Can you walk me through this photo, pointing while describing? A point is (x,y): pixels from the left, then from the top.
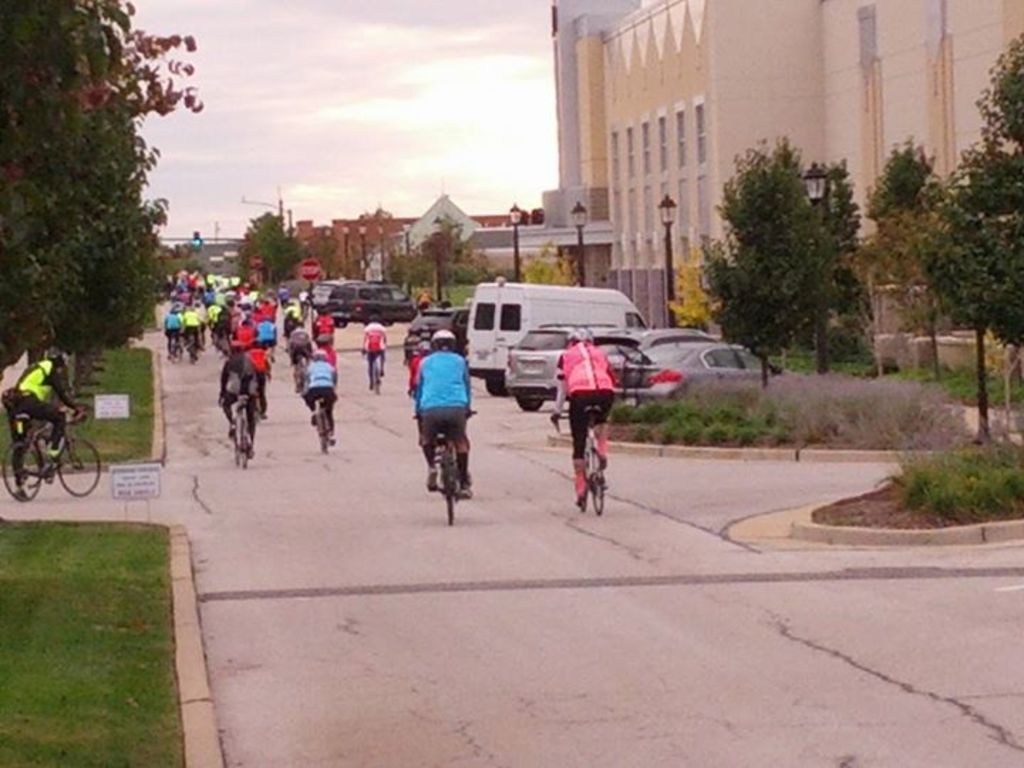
In this picture I can see some people (436,350) are sitting on bicycles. Here I can see some vehicles (669,364) on the road (558,466). In the background (724,251) I can see buildings (629,254), trees (295,259), grass (727,425), streetlights (513,227) and the sky (262,126).
